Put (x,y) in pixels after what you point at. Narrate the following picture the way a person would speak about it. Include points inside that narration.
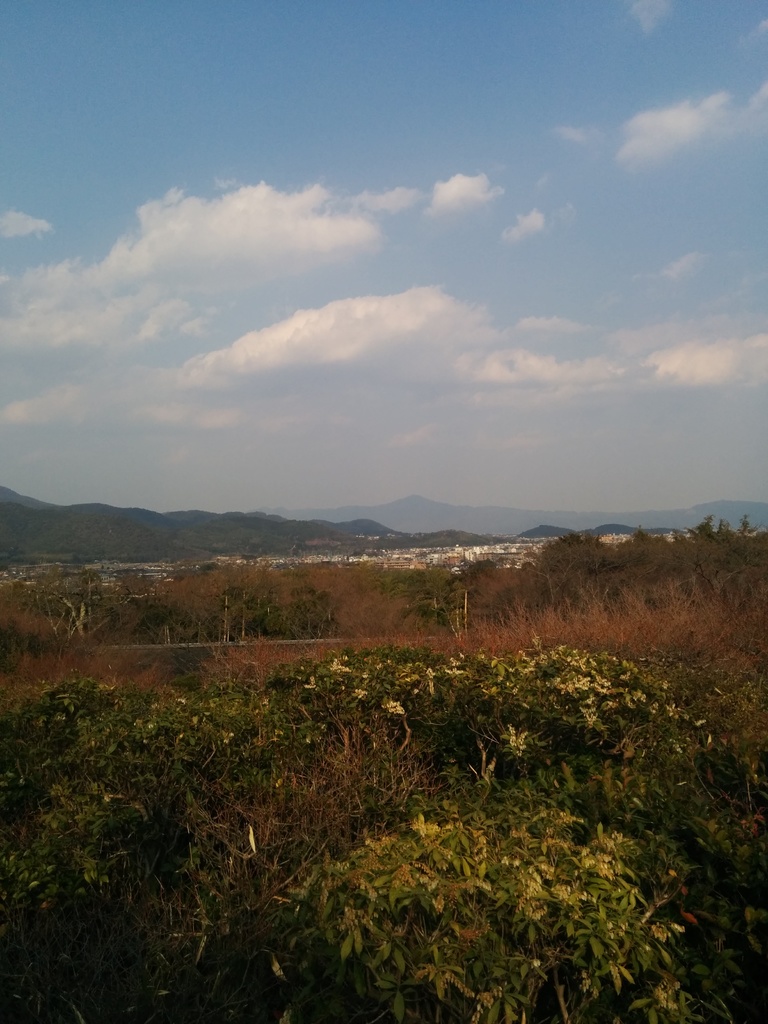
This image is taken outdoors. At the top of the image (321,283) there is the sky (400,202) with clouds (400,202). In the background (229,543) there are a few hills (422,517). At the bottom of the image (341,936) there are many trees (132,617) and plants (607,779) on the ground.
